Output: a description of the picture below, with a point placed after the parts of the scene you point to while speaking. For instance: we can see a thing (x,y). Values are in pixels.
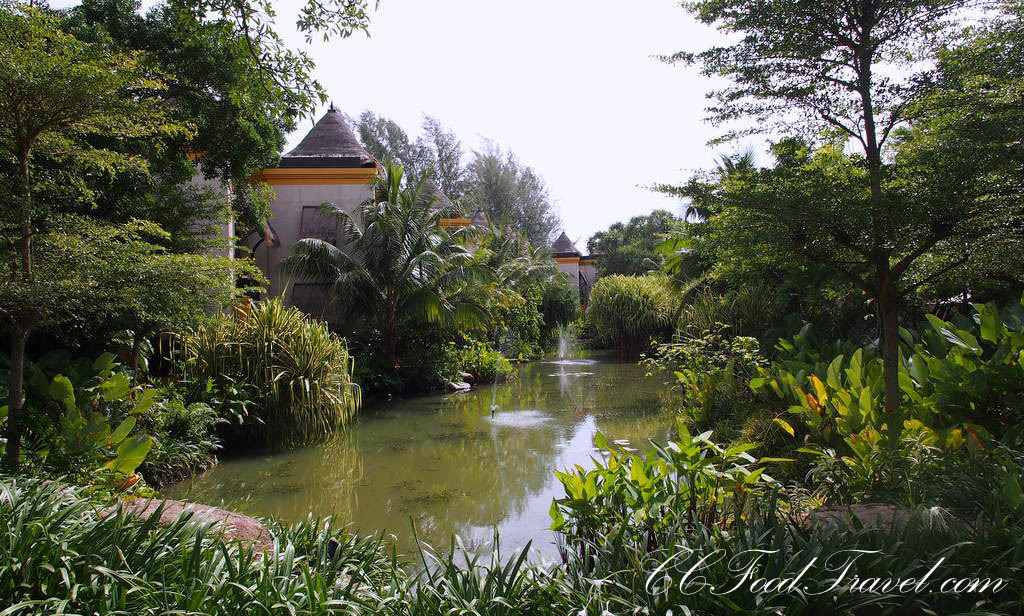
In this image I can see a house (264,259) there are some trees (88,331), plants (770,439) visible in the middle (628,338), there is the water (564,452) visible, at the bottom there is the text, at the top (689,110) there is the sky (640,123).
